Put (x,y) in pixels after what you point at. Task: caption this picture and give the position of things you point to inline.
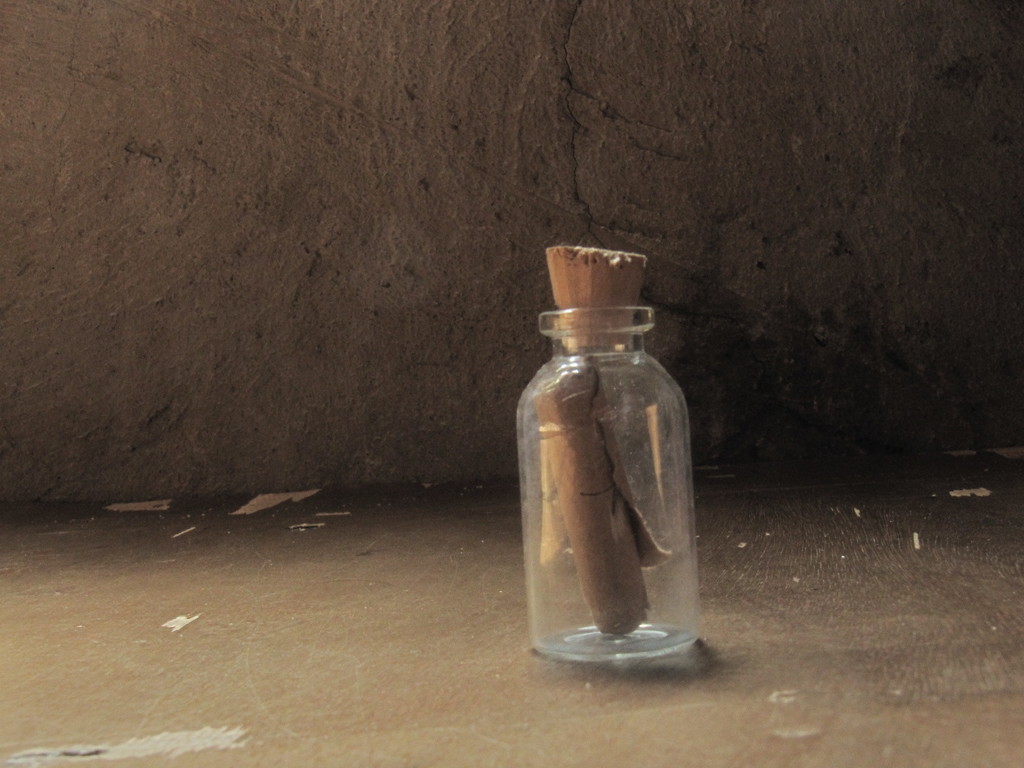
This picture is mainly highlighted with a glass jar (595,319) in which we can see a wood (600,302) is inserted. On the background (585,209) we can see a wall (479,258).
